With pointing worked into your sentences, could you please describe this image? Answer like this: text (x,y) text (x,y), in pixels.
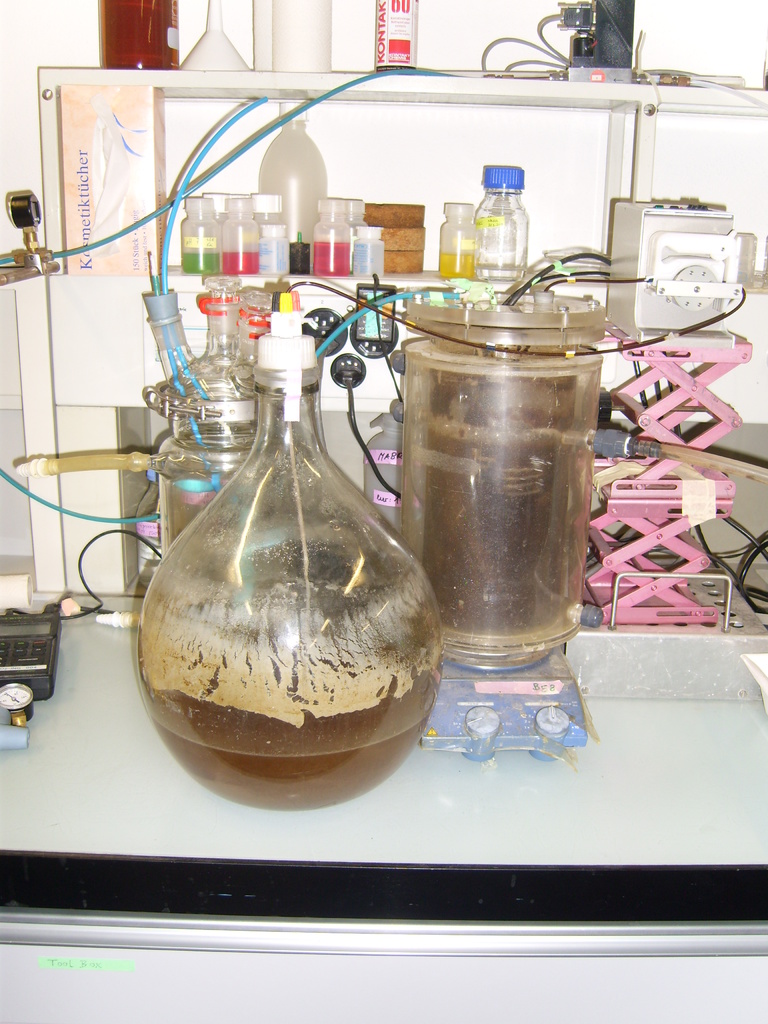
There is table (501,805). There is a bottle (399,680) and chemical bottles (496,250) on a table (40,760).
